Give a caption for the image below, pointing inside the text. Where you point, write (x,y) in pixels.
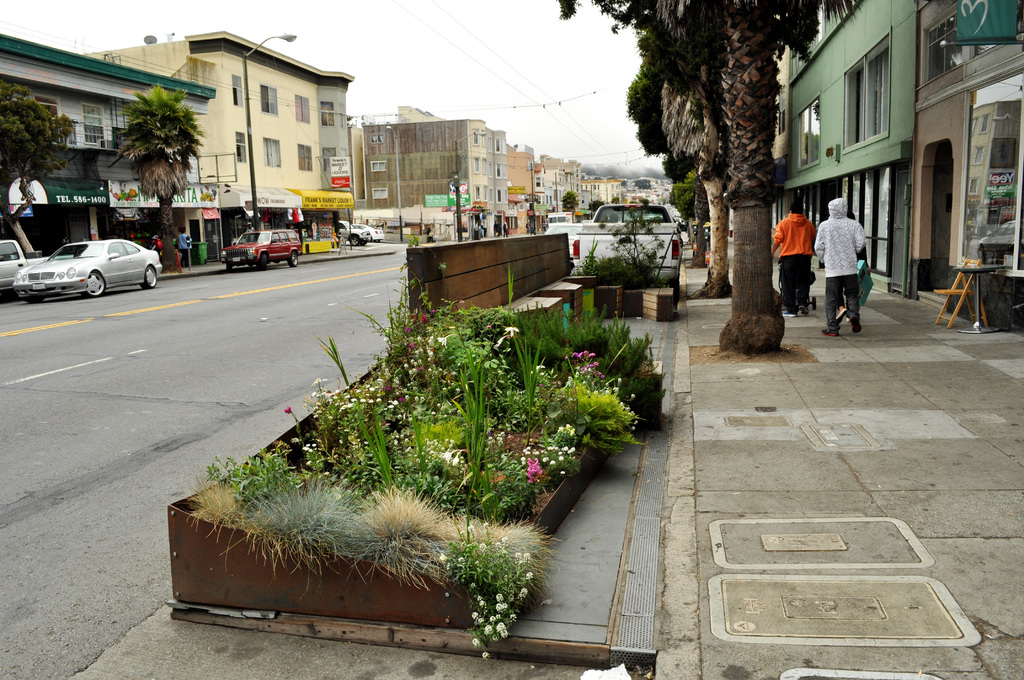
In this image we can see some plants (467,396), flowers (355,399), wooden objects (567,289) and other objects (585,306). In the background of the image (505,173) there are some buildings (444,160), vehicles (112,262), trees (683,204), name boards (437,205) and other objects (455,185). On the right side of the image (923,219) there are some buildings (897,160), people (829,263), walkway (860,348), trees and other objects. On the left side (230,115) top of the image (337,168) there are buildings (276,147), lights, trees (140,140), vehicles (124,257), people (188,250) and other objects (317,199). On the left side of the image (196,333) there is the road (183,301). At the bottom of the image (452,670) there is the floor (439,661).
